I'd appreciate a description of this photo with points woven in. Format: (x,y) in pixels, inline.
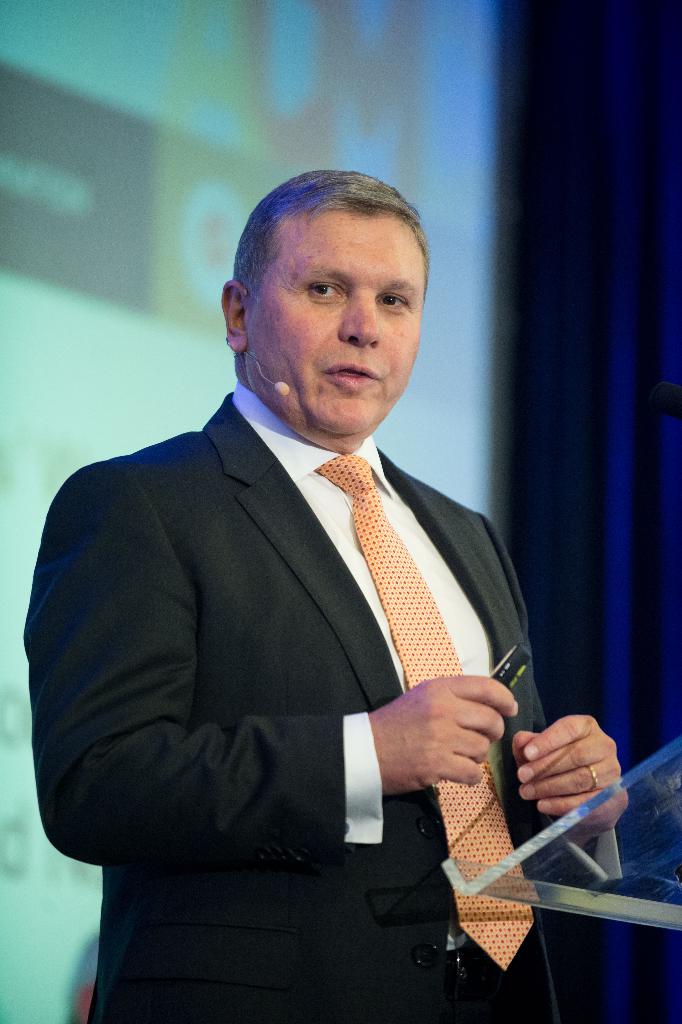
This person (273,649) wore a suit (273,649) and holding an object (498,671). Background (31,187) it is blurry and we can see screen (179,185).
